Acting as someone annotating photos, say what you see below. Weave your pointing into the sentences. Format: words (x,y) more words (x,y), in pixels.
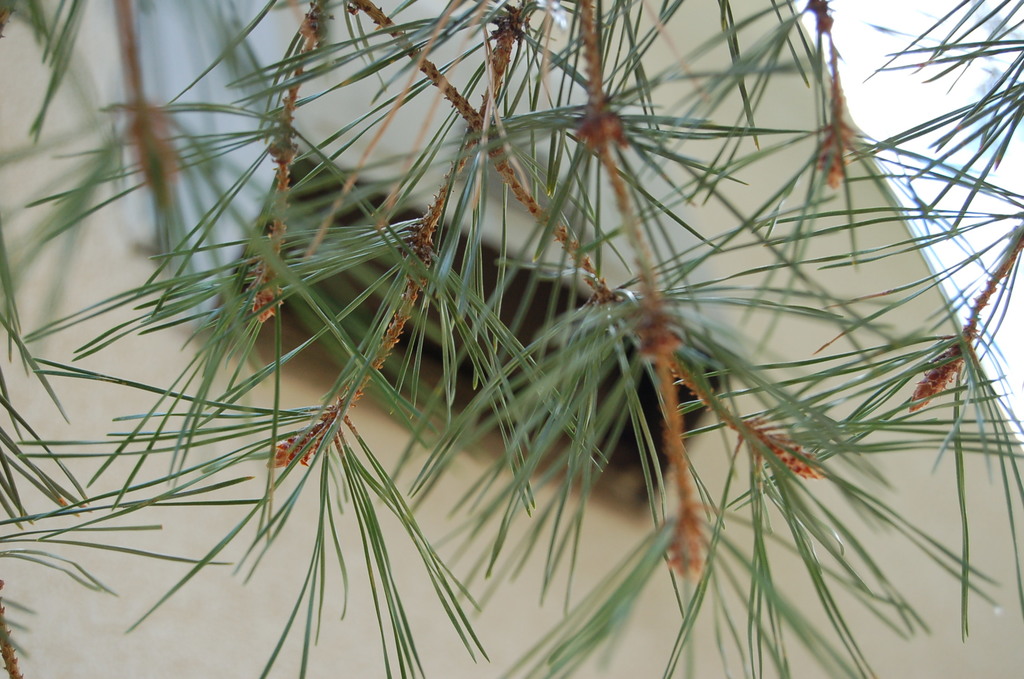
In this picture I can see leaves (649,205) and stems (615,173), and in the background (678,92) there is an object (703,19).
